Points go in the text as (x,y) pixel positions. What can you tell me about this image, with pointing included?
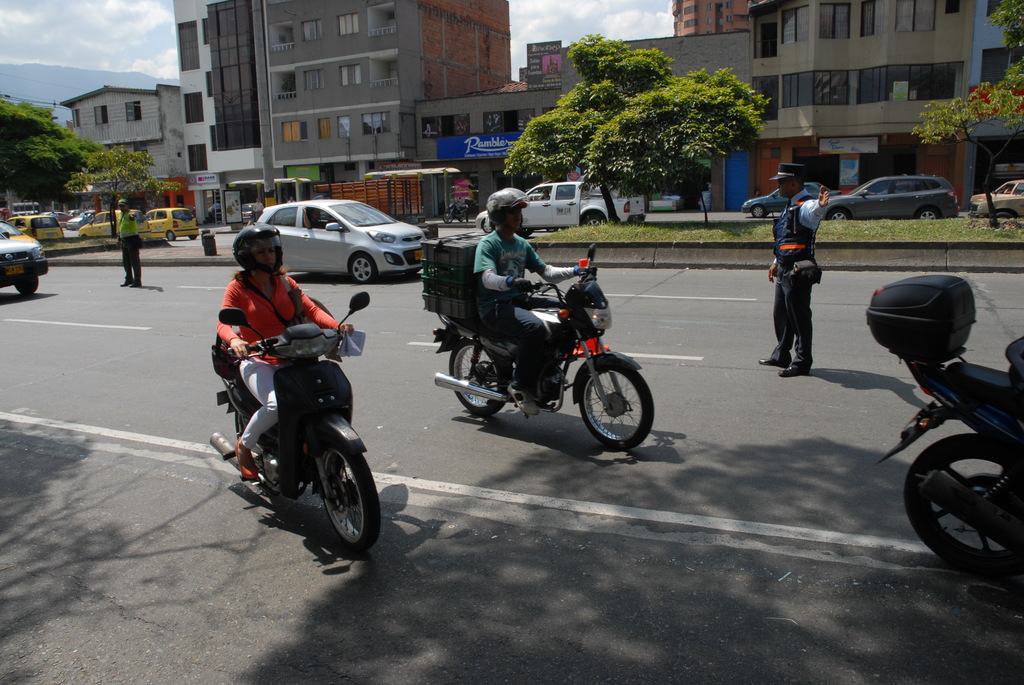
To the left side of the image (248,240) there is a lady (261,305) riding a bike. In the center of the image (448,387) there is a person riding a bike (438,378). There are many vehicles (11,272) on the road (455,564). In the background of the image (277,10) there are many buildings (514,90). There are trees (934,120). There is a person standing to the right side of the image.
